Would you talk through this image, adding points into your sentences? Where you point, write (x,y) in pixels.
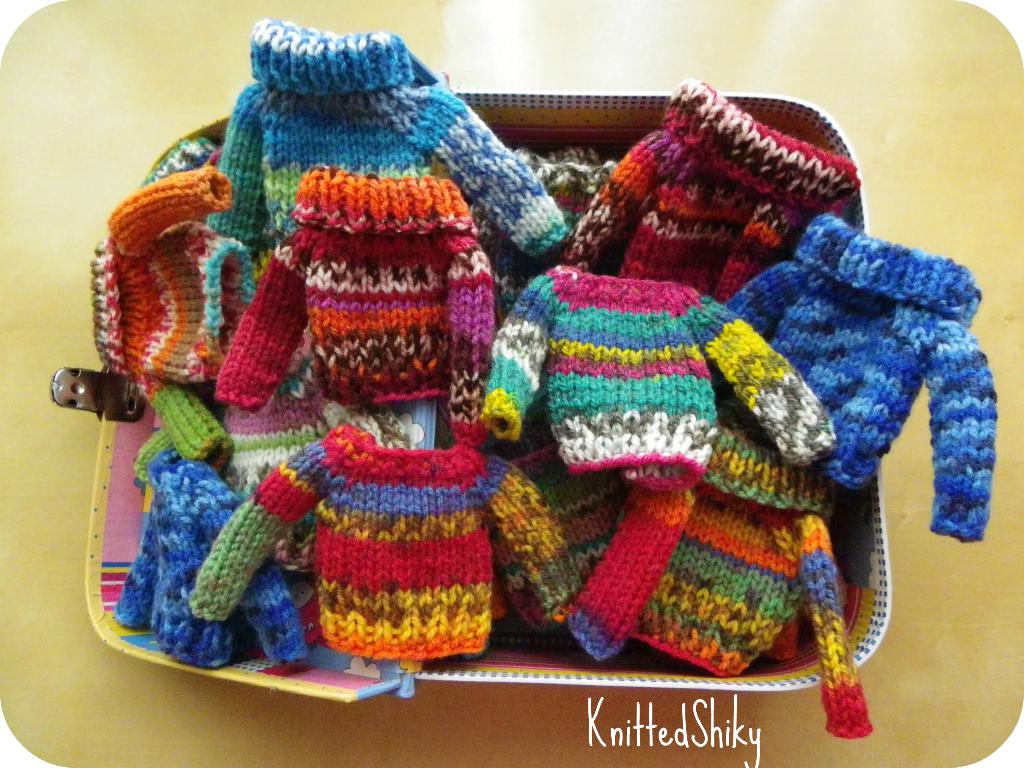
In this picture we can see few clothes (617,484) in the basket (612,144).
